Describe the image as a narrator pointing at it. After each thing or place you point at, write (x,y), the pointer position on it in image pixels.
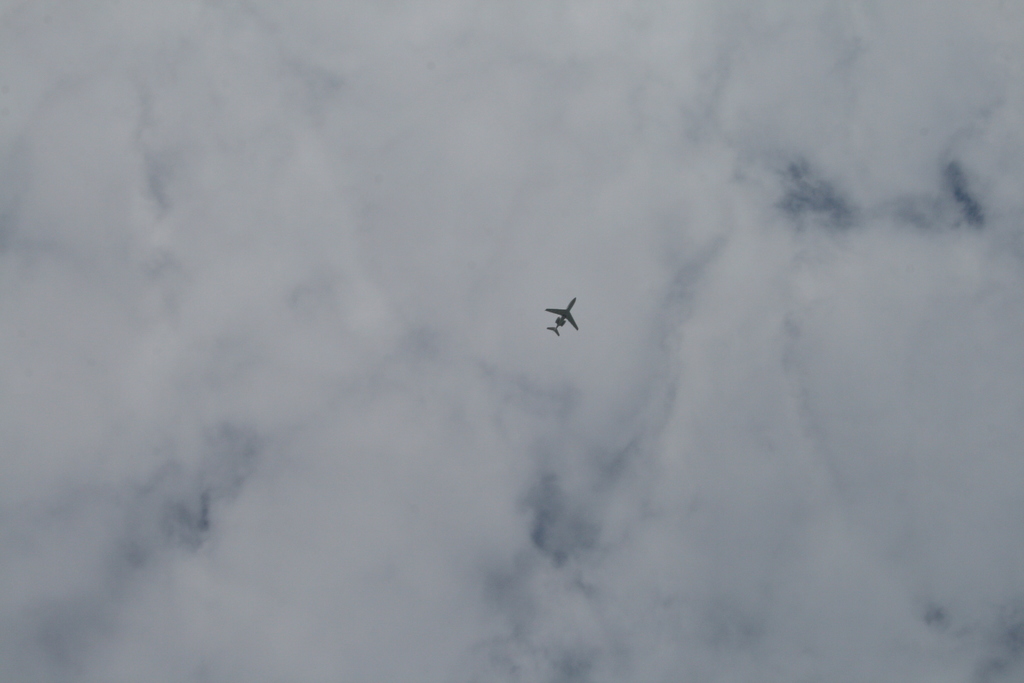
In the picture we can see a plane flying high in the air (712,538) and behind it we can see a sky (588,219) with full of clouds (484,325).
